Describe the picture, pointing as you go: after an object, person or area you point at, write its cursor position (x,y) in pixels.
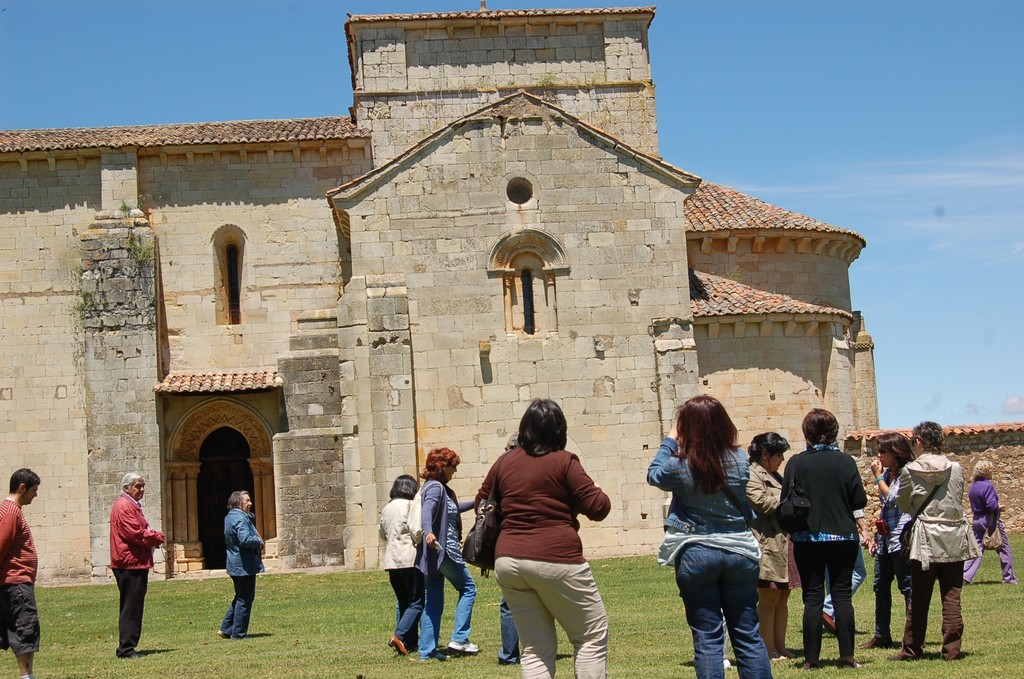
In the foreground of the image (574,538) we can see a group of people (239,568) wearing dress (950,516) are standing on the ground (621,601). One woman (563,527) is carrying a bag (487,515). In the center of the image (612,407) we can see a building (641,248) with windows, door (248,470) and pillars (275,491). In the background (884,271), we can see the sky (918,247).
